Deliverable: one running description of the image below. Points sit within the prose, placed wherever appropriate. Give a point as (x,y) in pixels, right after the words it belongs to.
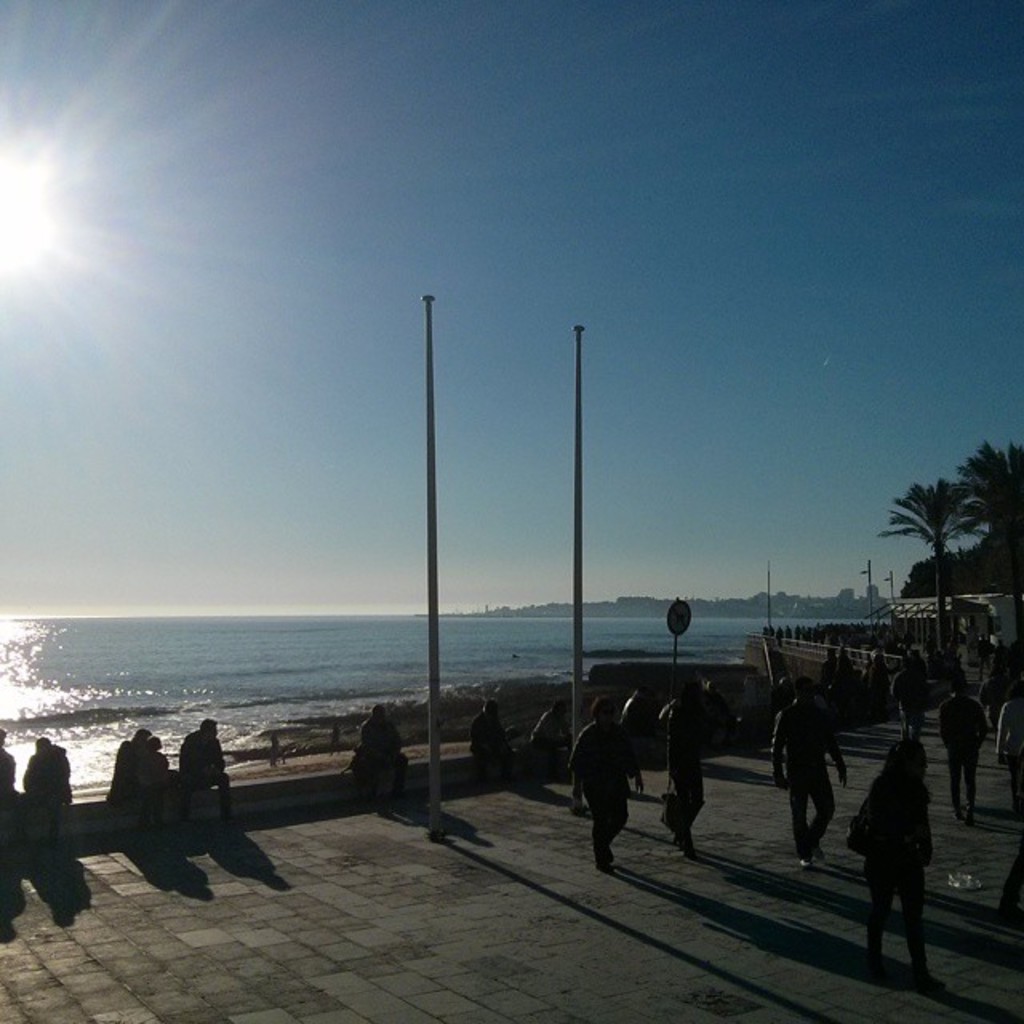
This image is clicked near the ocean (457,643). In the front (412,837), there are many people (960,719) walking on the road (602,905). On the right (1005,570), there is a tree (1005,570). In the front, we can see the poles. In the background (343,625), there is an ocean (365,639). At the top (245,294), there is sky (237,337). And we can see the sun (48,194) in the sky (154,379).
